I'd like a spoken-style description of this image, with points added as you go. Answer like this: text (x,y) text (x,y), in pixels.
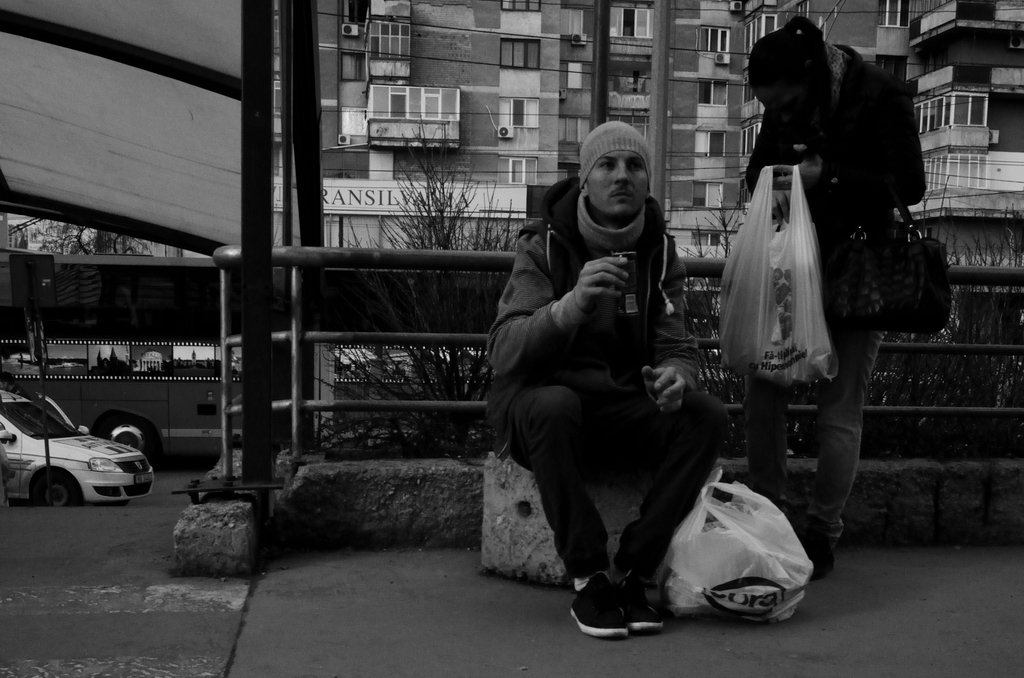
In the picture I can see two people (676,431) among them one person (587,501) is sitting and holding some object (625,294) in the hand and other person (864,378) is standing and holding a carry bag (787,332) in hands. In the background (295,251) I can see buildings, vehicles (191,427), plants (488,285), fence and some other objects (487,194). This picture is black and white in color.
